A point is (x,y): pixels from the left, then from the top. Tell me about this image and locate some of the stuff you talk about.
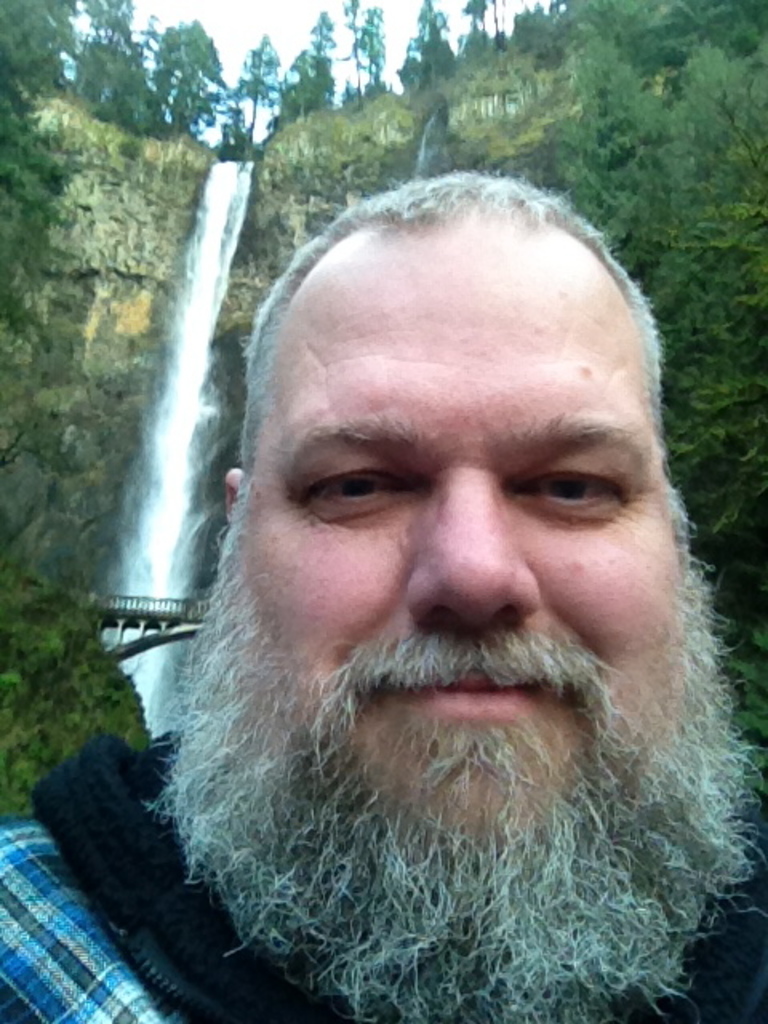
In the picture we can see a man (374,905) standing and he is with a beard (502,885), which is gray in color and behind him we can see hills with some plants (90,693) to it and waterfall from the top of the hills (57,138) and on the top of the hill (60,124) we can see some trees (286,108) and sky (260,38) and between the two hills (88,704) we can see a bridge (137,617) with railing (125,600) to it.
